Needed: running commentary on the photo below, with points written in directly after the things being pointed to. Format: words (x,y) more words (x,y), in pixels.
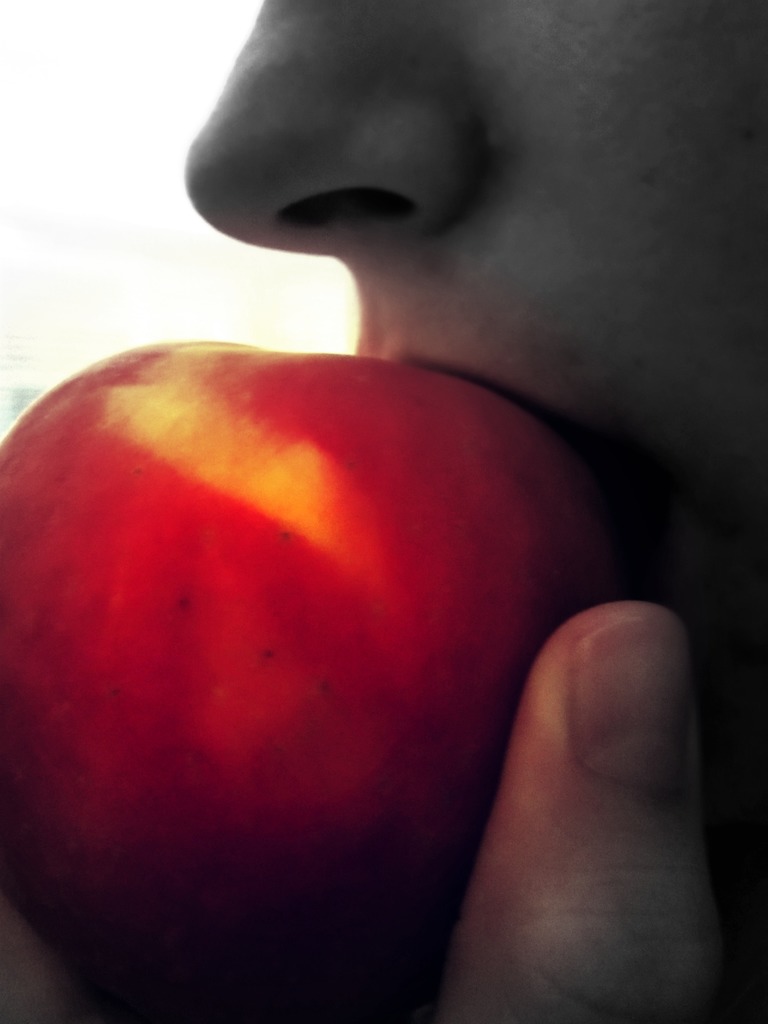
In this image I can see a person (407,188) eating apple (29,511).
